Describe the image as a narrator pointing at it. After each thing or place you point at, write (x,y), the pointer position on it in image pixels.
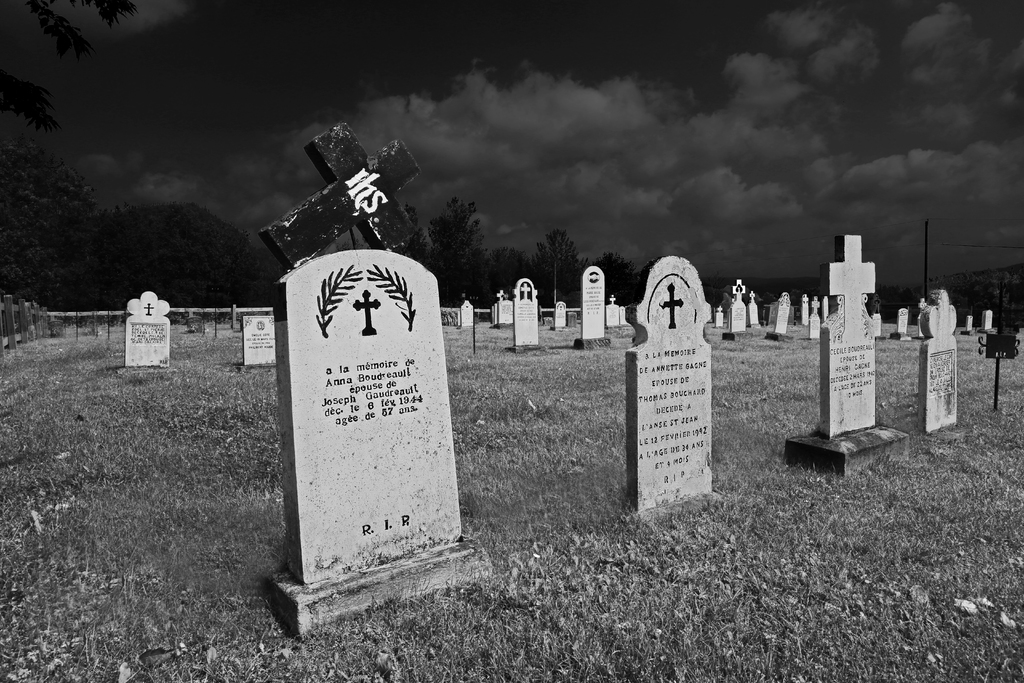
In this image we can see graveyard (605,422), trees (12,177) and sky (136,137).
